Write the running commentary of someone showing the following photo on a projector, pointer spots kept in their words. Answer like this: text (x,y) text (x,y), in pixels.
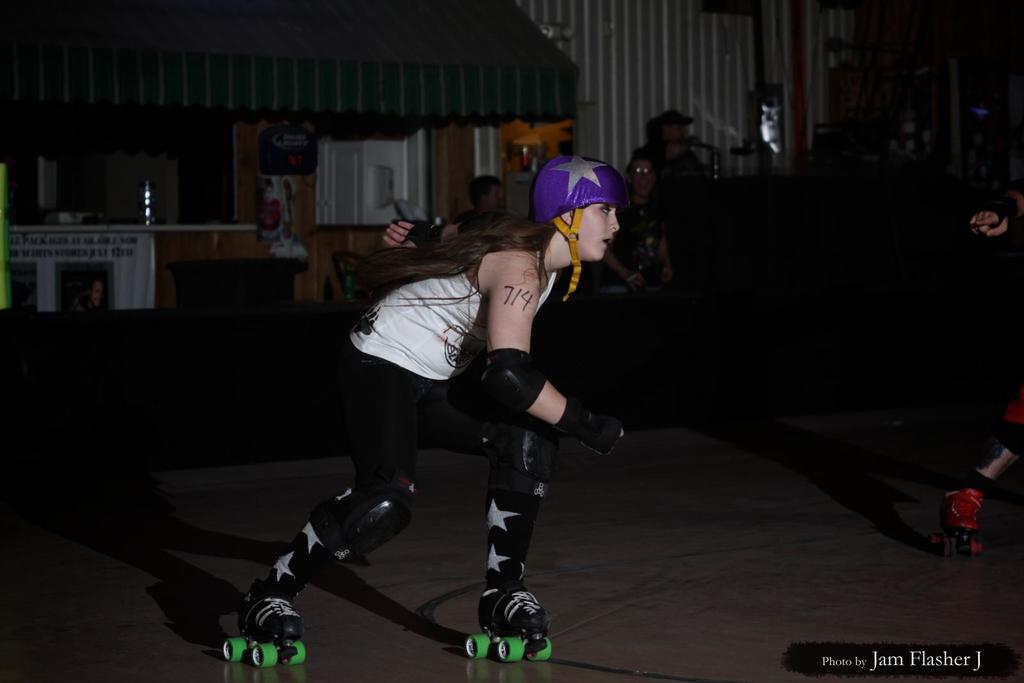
In the center of the image (423,294), we can see a lady (505,235) wearing a helmet (565,202) and skating on the floor (725,537). In the background (677,172), there are some other people (496,208) and we can see a shed (220,178), banner (62,241), boards (302,158) and some other objects (840,56). At the bottom (873,661), there is some text (890,658).
